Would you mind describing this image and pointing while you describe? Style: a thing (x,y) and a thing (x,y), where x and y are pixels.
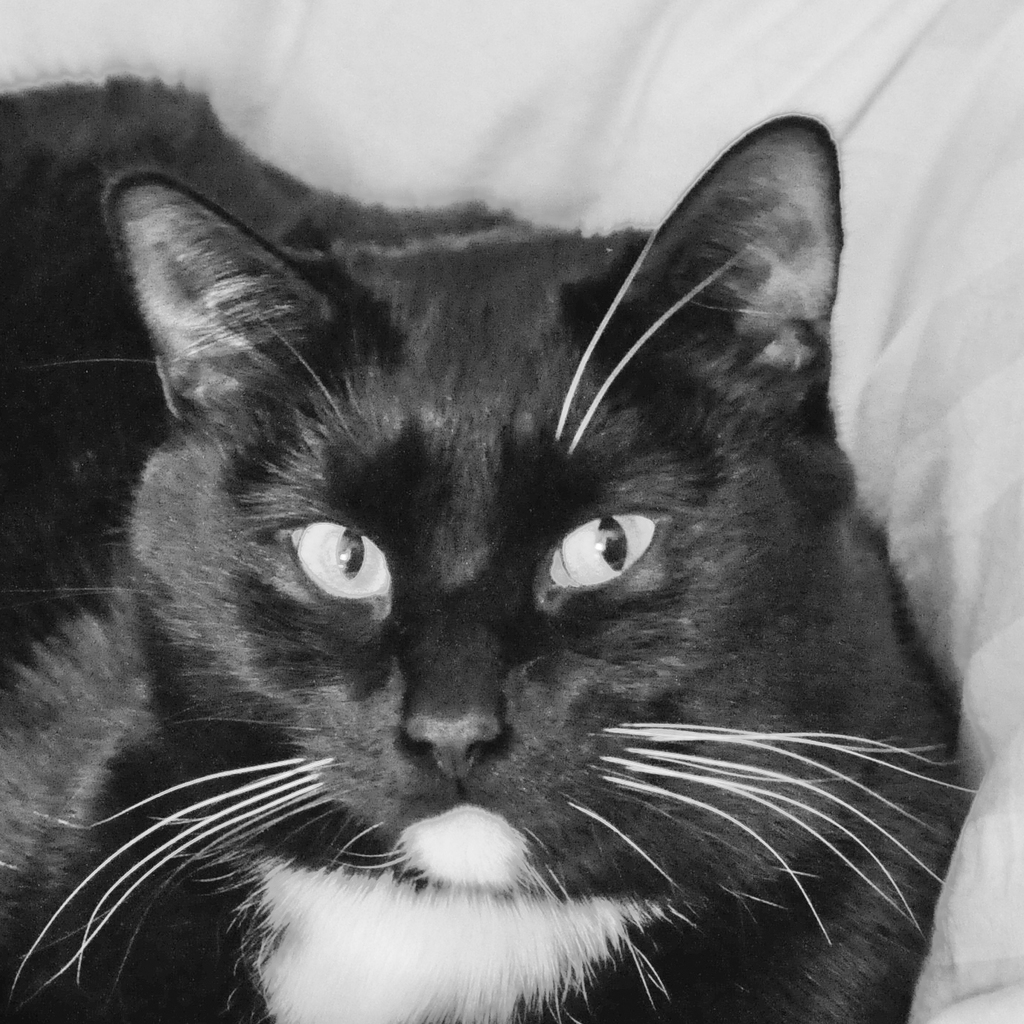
In this picture I can observe a cat (233,610). This is a black and white image. In the background (381,188) I can observe cloth (710,125).
